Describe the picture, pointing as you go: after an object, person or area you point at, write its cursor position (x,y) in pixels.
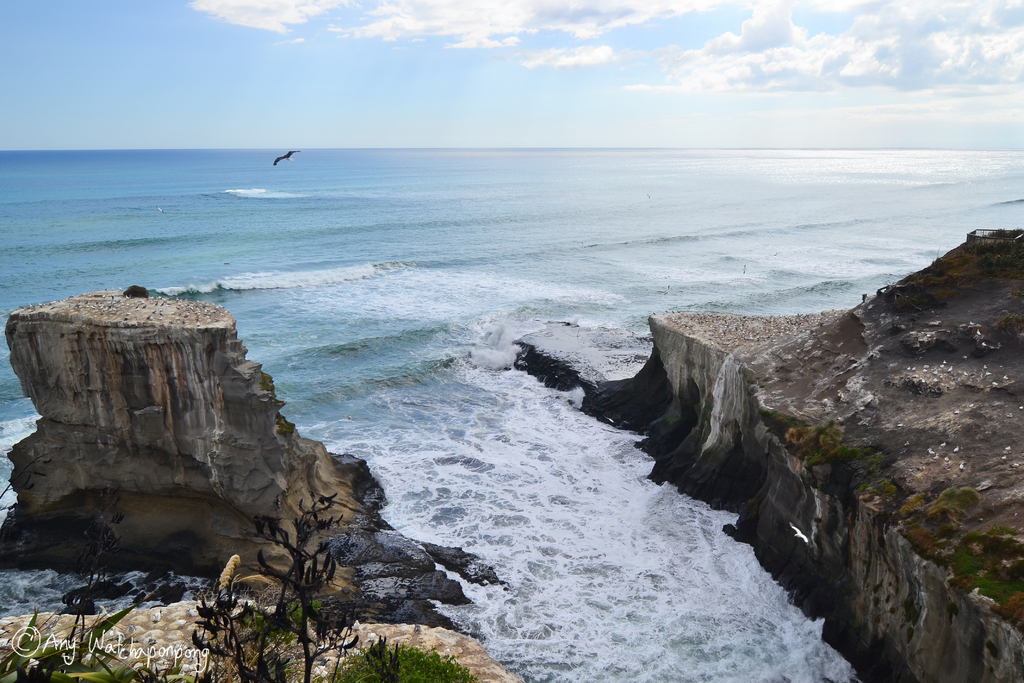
In this image I can see the water (527,475). On both sides I can see the rocks (303,490). To the left (208,640) I can see the grass (218,629). In the background (421,80) I can see the clouds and the sky (469,67). I can see the bird (286,159) in the air (460,89).
